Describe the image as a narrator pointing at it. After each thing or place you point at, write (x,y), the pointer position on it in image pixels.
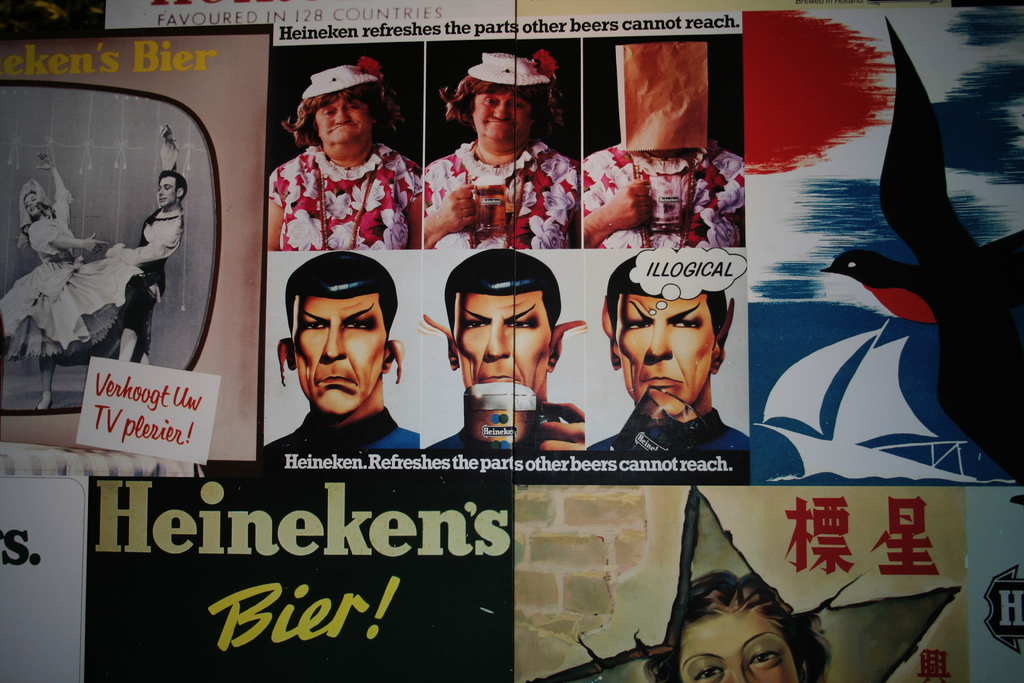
In this image I see number of posters (718,199) on which I see pictures of persons (492,164) and I see depiction of a bird (1015,269) and few more people (789,607) and I see something is written.
